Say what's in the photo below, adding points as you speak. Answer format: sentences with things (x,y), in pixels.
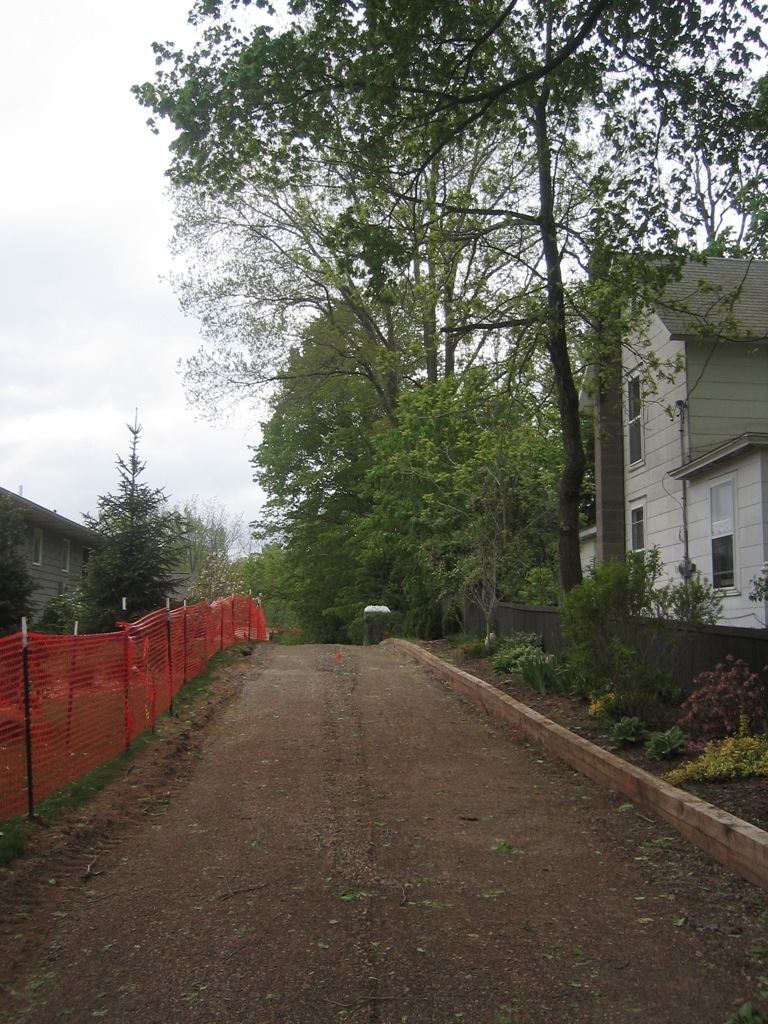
In this image there is a road (306,671), fence (17,673) visible in the middle (302,682), at the top (124,195) there is the sky (112,135), on the right side (562,411) there is a house (600,514), trees (391,524), plants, on the left side (195,527) there is a house (31,510), trees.
